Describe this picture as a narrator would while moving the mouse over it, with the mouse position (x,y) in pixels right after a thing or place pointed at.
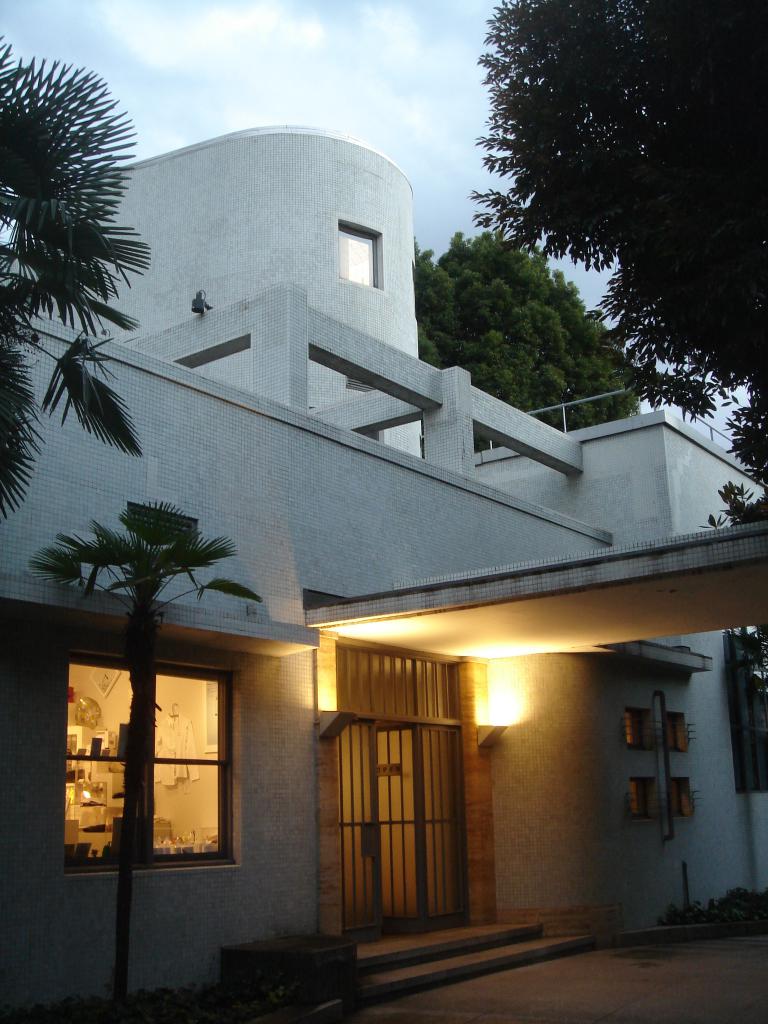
This is an outside view. In the middle of this image (325,357) there is a building (240,748). Here I can see a window (172,728), a light (517,701) and also there is a metal frame (373,860). In the background (502,318) there are some trees (556,344). At the top of the image (286,72) I can see the sky (242,72).
